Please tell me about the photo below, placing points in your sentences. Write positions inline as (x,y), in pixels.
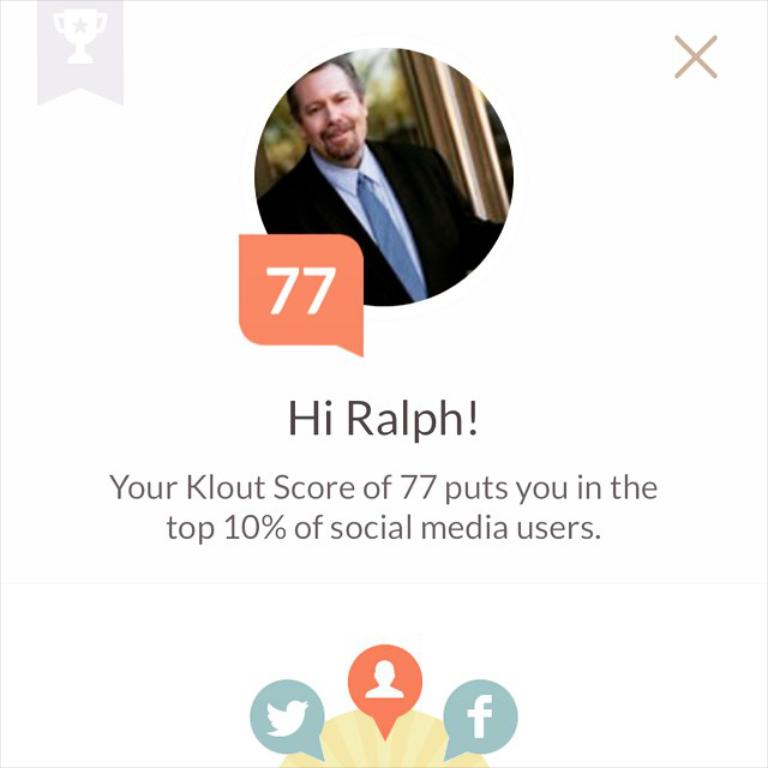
In this image there is a picture of a man (350,178) in the middle (369,278). At the bottom (310,520) there is some text (357,430). On the right side (693,54) top there is a cross symbol (687,65). At the bottom (450,724) there are some icons (378,734). In the background (49,346) it is white color.
